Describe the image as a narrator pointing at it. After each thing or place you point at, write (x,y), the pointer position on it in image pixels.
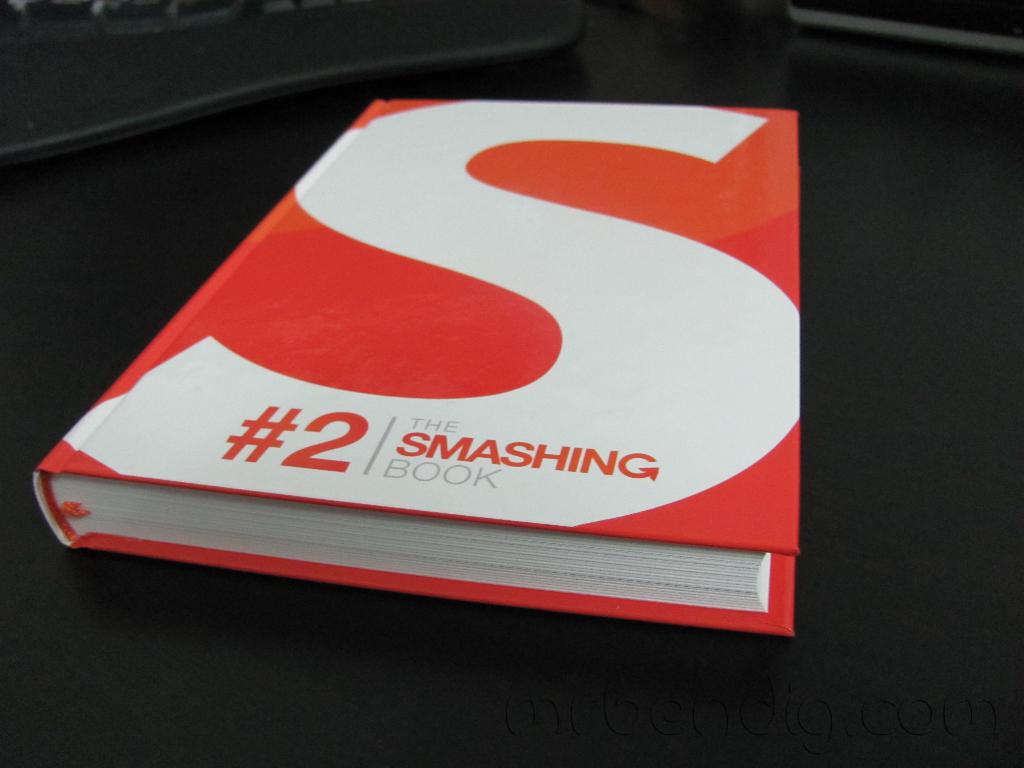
In the picture there is a book (495,225) kept on a black surface (1007,556), it has white and red cover (470,298).
